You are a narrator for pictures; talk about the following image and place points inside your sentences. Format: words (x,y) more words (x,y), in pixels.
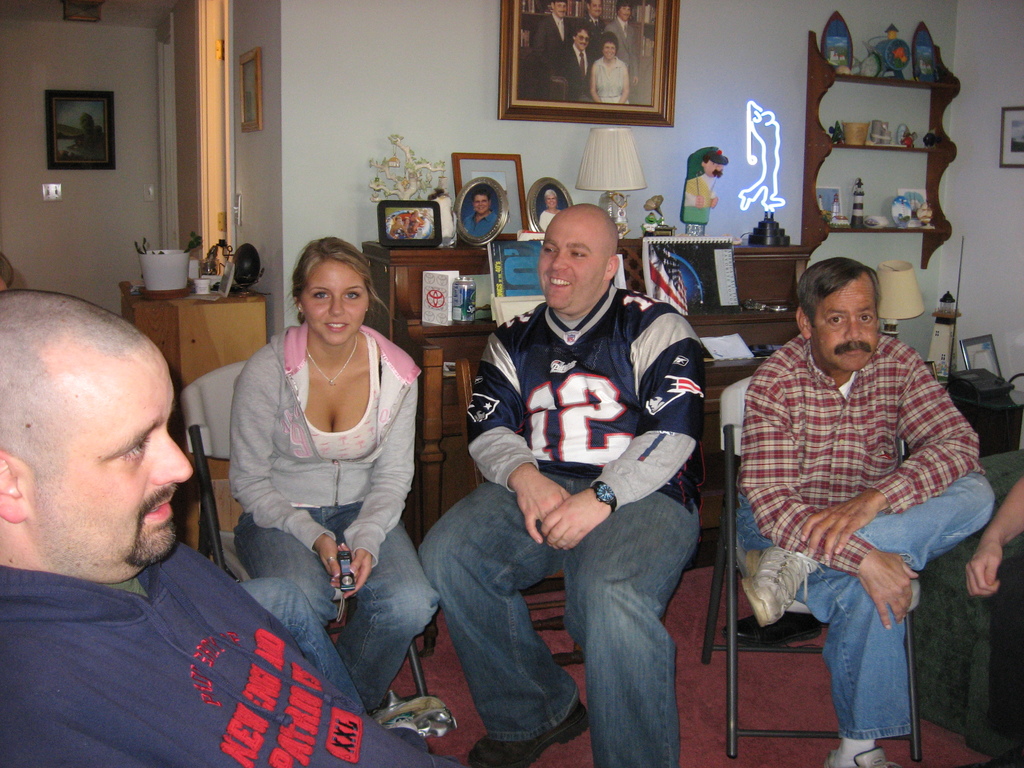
In this picture there are three people (511,417) sitting on chairs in the center (586,370). Among them, there are two men (872,431) and one woman (325,441). Towards the left (136,595), there is a man (65,507) in blue jacket (177,571). To the wall (431,152) there are two desks (789,250) with frames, statue (697,207), lamp (608,198) and show pieces (820,196). On the top left (204,82) there is a door (211,80) and a table (191,328). At the bottom right (980,587), there is a person (975,575) sitting on the sofa (979,636).
